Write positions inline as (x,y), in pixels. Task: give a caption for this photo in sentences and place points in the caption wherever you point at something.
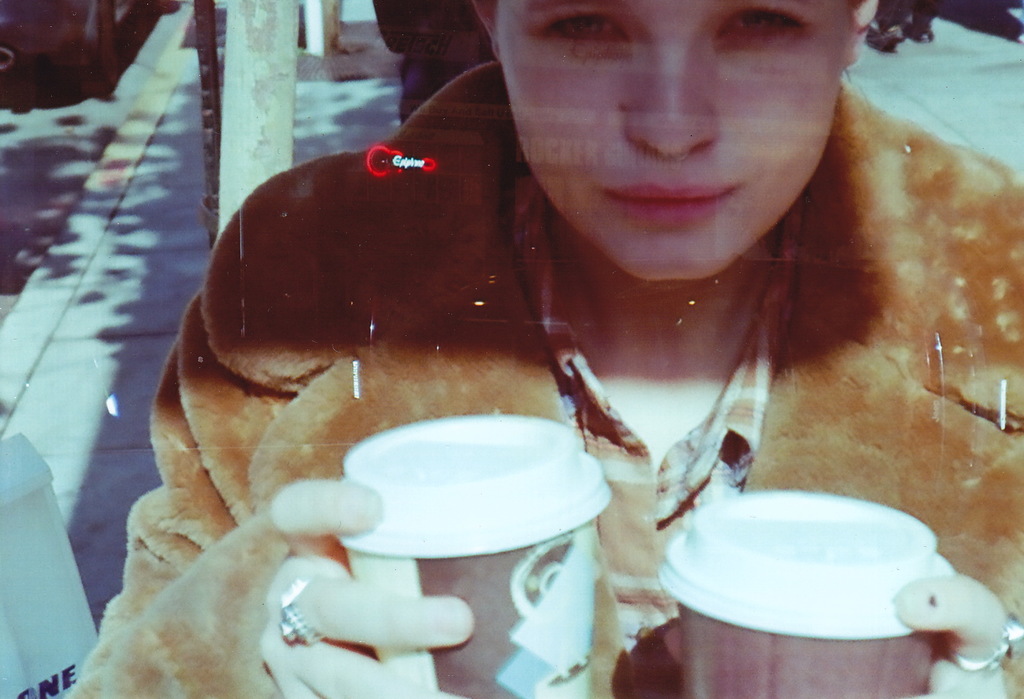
In this image, we can see a person (647,473) holding some objects (899,662). We can see the ground (993,130) with some objects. We can also see some poles (337,42) and an object (36,527) on the bottom left (52,604). We can also see an object (104,77) on the top left corner (107,76).
